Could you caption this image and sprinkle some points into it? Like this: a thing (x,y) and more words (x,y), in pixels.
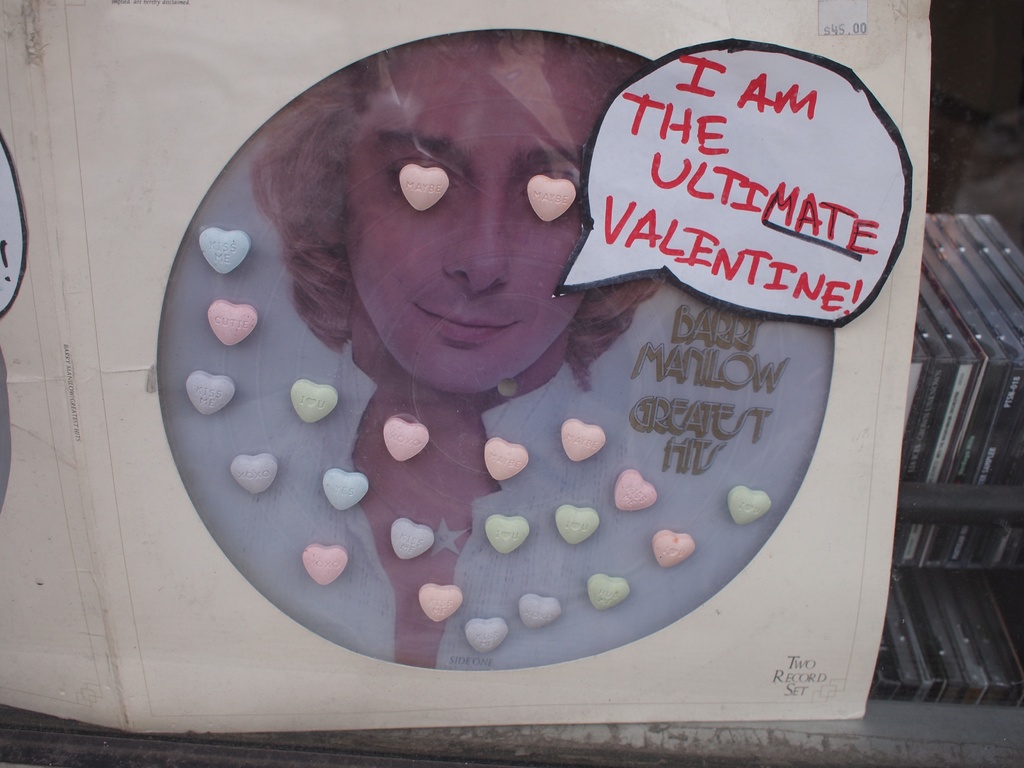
In the foreground (635,422) I can see a glass (462,125) to which a white paper (751,130) is attached. On this paper (718,182) I can see some text (750,97) in red color. At the back of this glass (555,469) there is a paper (143,179) and I can see an image of a person (404,485). It is looking like a greeting card (456,287). On the right side (977,283) I can see few boxes (965,627) which are looking like CD cases (999,292).
